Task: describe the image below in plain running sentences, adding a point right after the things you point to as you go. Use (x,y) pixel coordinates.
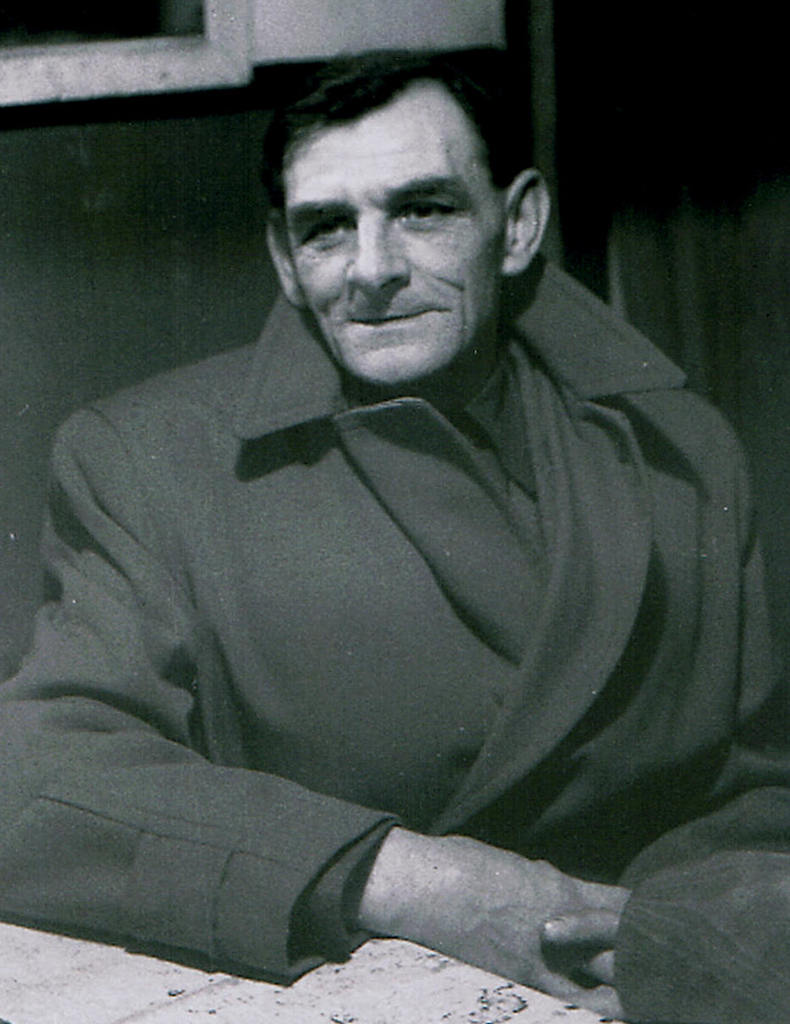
In this image I can see a man (471,675) is sitting and smiling. This picture is black and white in color.
